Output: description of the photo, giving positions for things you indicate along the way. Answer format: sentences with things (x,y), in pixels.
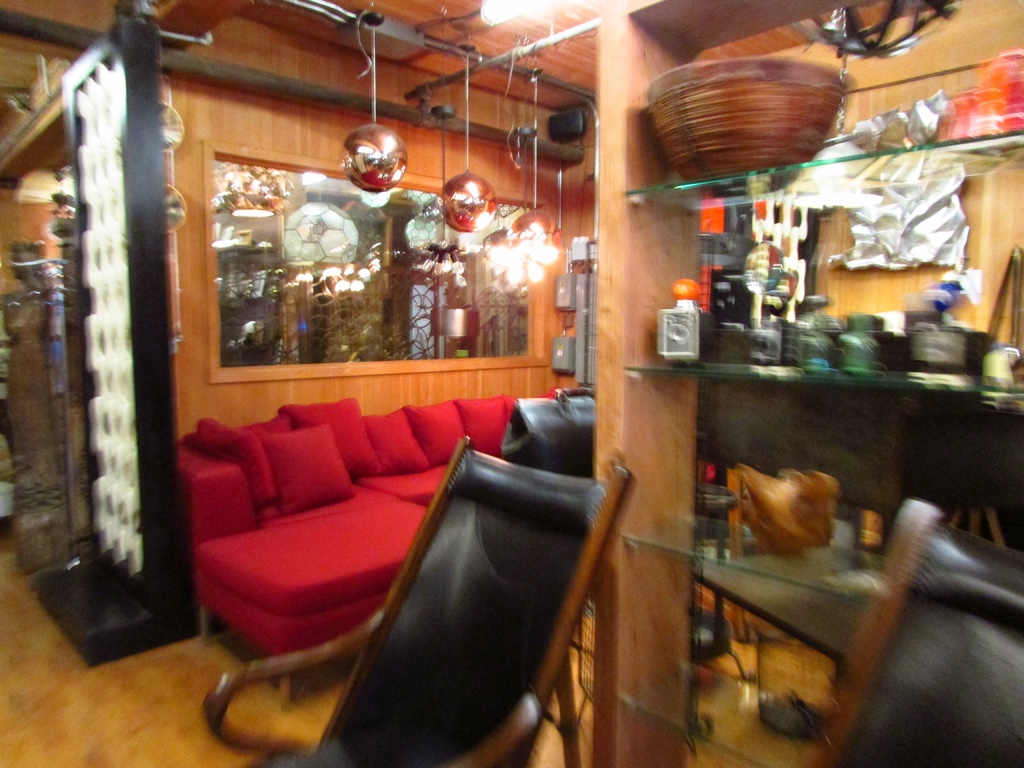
This image is slightly blurred. We can see a sofa set (370,456), shelf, chairs (496,606) and glass window (382,209).
